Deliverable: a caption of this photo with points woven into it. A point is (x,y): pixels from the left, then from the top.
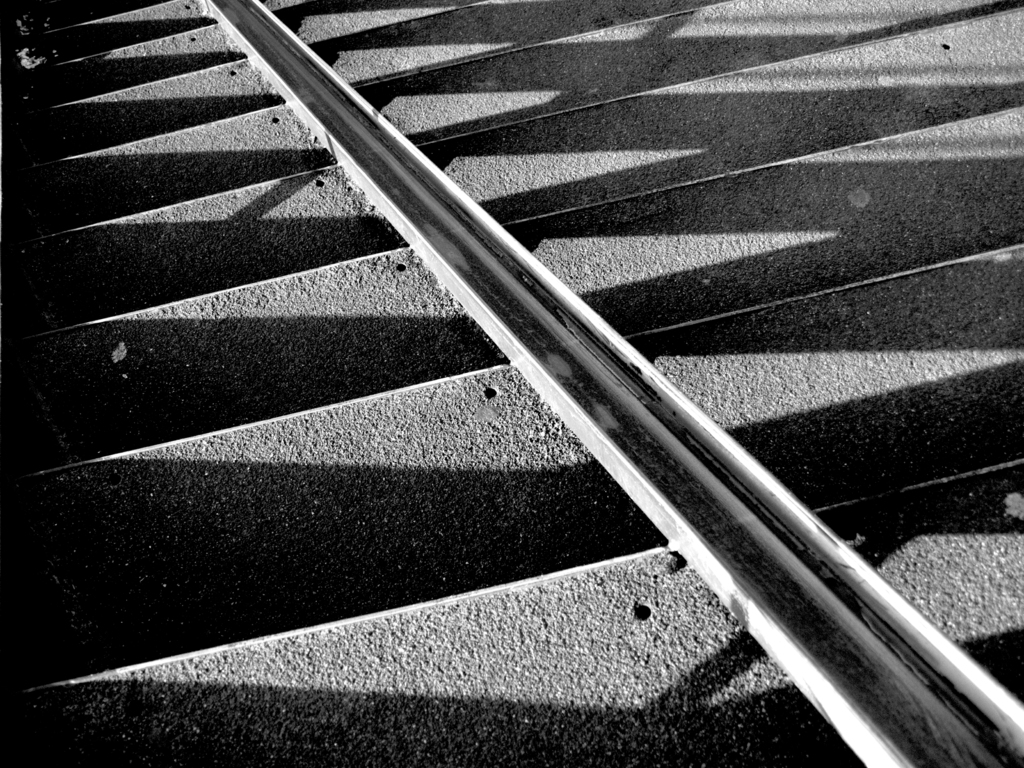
This is a black and white pic. Here we can see a metal pole (443,254) on the steps (287,407) and we can also see shadows (287,407) on the steps (395,399).
